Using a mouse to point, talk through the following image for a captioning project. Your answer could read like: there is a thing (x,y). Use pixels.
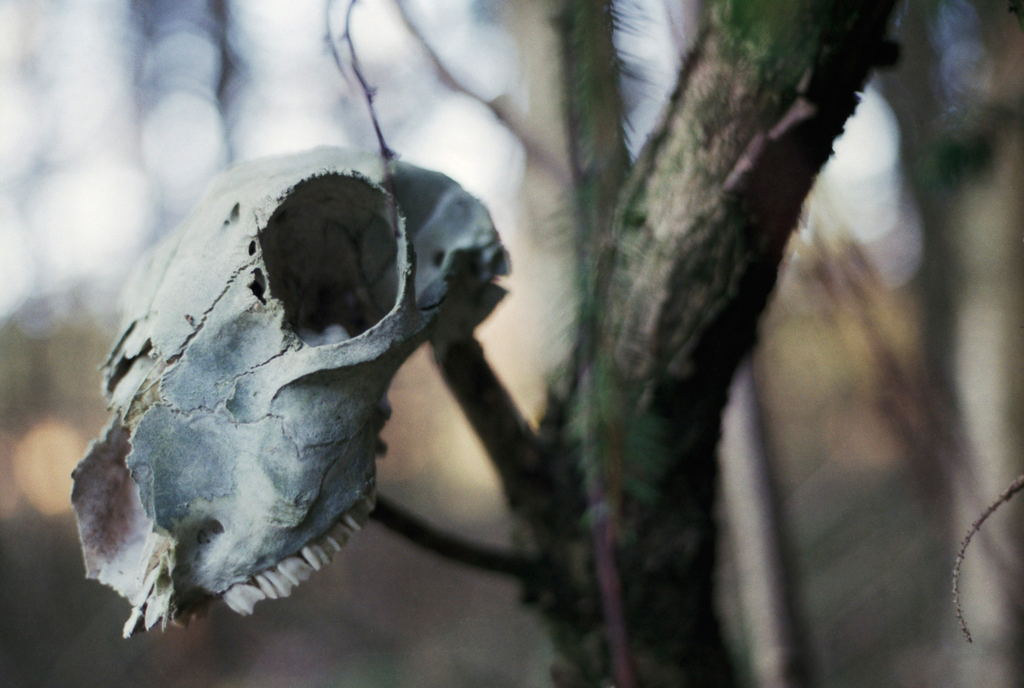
In this image there is a skull (349,318) of an animal (319,387) on the tree (454,376) as we can see in the middle of this image (665,249).
